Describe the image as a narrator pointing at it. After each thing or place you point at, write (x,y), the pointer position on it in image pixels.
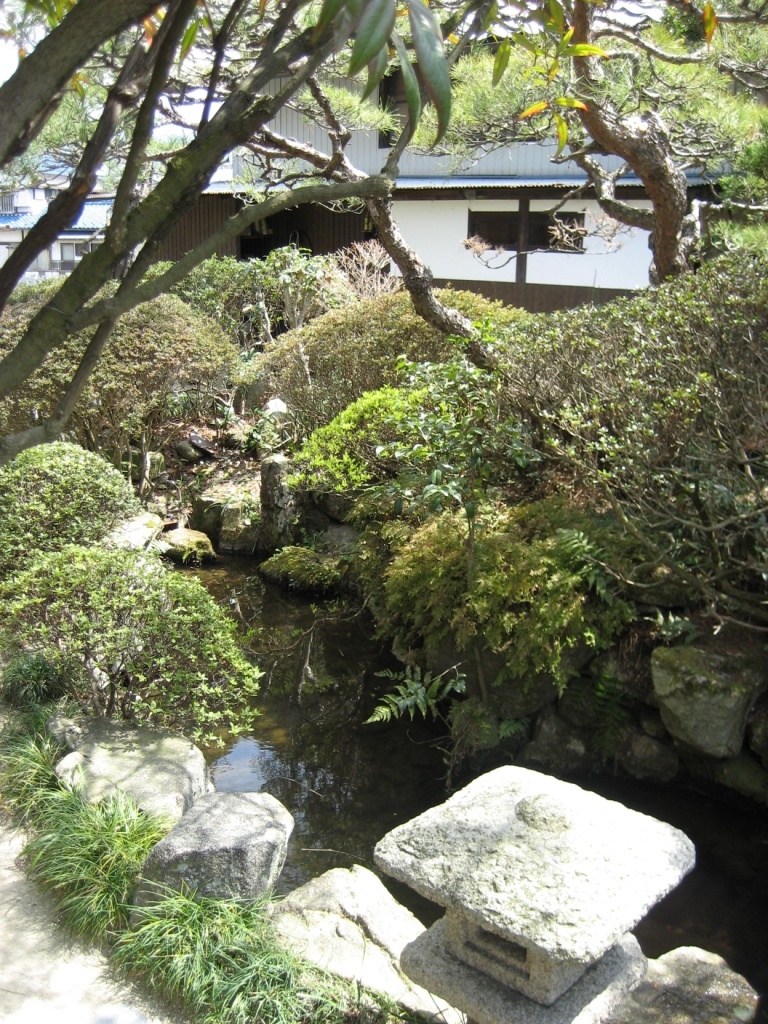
In this image we can see a building (253,231). We can also see some plants (391,460), water (408,779), rocks (380,921), the branches (159,198) of a tree (131,212), a group of trees (340,183) and the sky (15,62).
